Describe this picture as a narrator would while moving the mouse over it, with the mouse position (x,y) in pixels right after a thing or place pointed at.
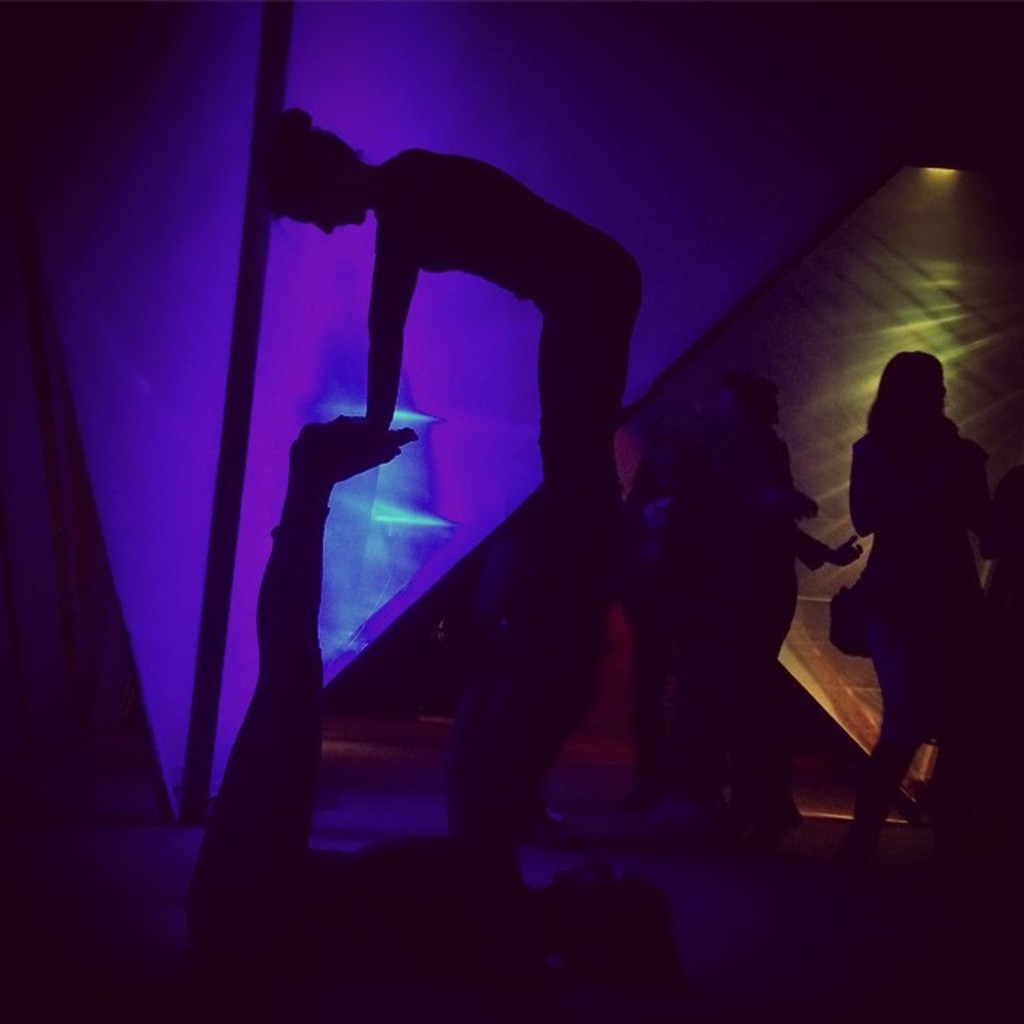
In this image, I can see a group of people (721,664) standing and two people (433,914) are in a pose. In the background (661,222), I can see the objects (714,292) with lights (925,341) and a pole (190,805).
